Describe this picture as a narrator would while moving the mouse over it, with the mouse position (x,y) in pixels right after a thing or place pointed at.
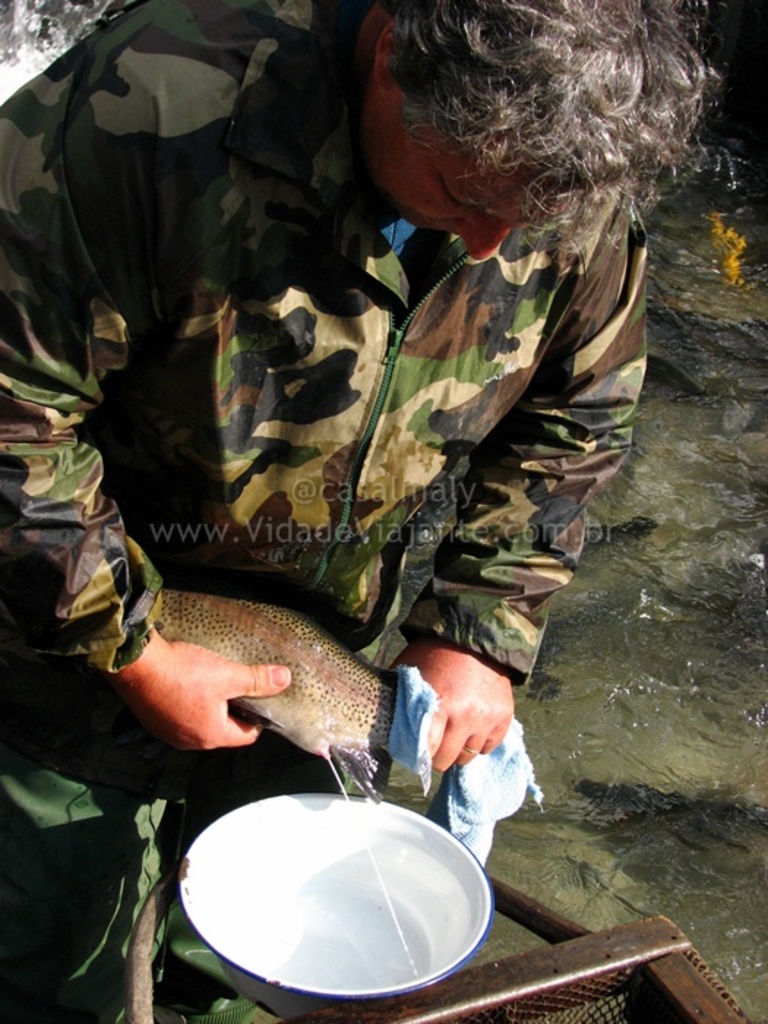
In the image there is a man (267,530), he is extracting some liquid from a fish (291,709) into the bowl (359,943).
